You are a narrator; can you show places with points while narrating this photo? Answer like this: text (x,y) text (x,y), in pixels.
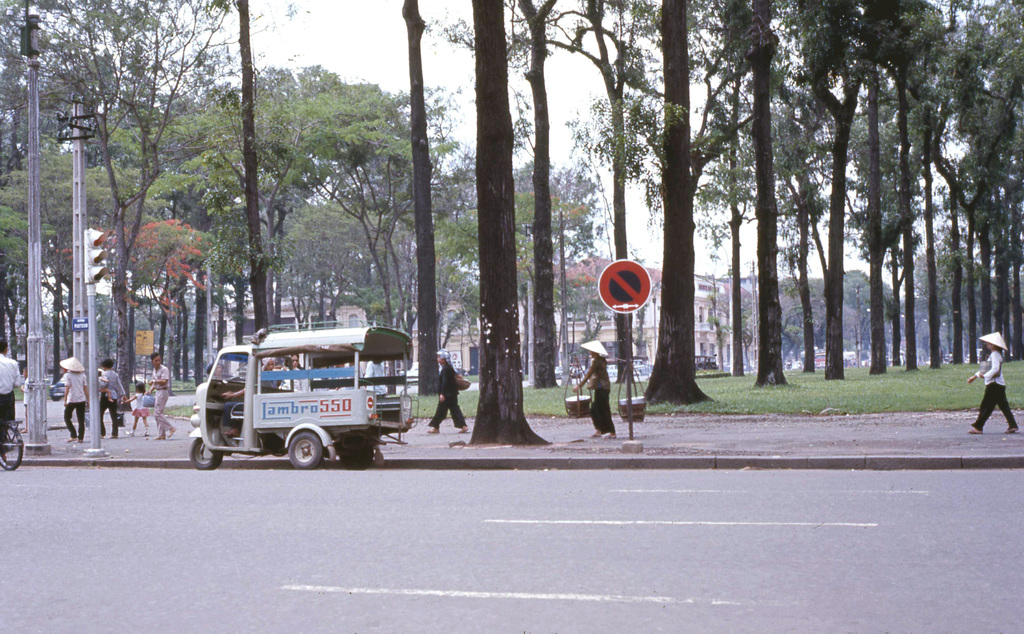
In this image we can see persons (444,392), poles (39,337), vehicle (292,410), sign boards (648,275) on the road (406,532). In the background (655,400) we can see trees (777,373), grass (752,373), buildings (711,328) and sky (363,66).
